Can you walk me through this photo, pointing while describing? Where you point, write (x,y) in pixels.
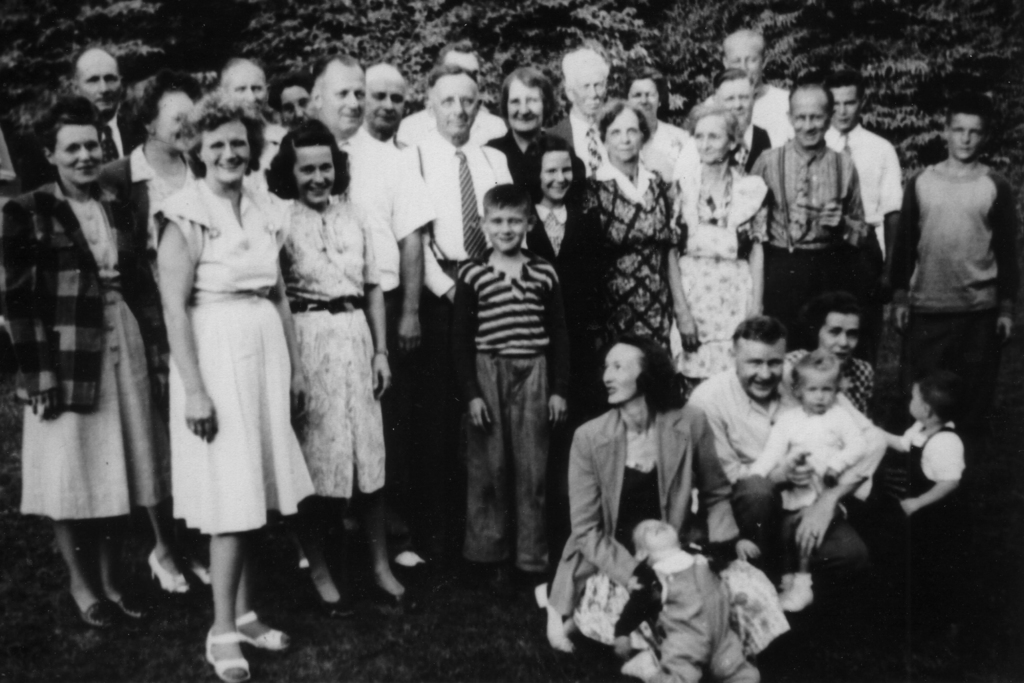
In this picture we can see the group of persons (560,240) who is standing. In the bottom right (840,548) we can see another group (839,382) who are sitting on the floor (1001,599). In the background (877,71) we can see the trees (871,83). On the left (71,137) there is a woman (39,398) who is wearing jacket (54,310) and shoe (118,596). On the right (922,249) there is a man (916,178) who is wearing t-shirt (938,285) and jeans (958,346).
